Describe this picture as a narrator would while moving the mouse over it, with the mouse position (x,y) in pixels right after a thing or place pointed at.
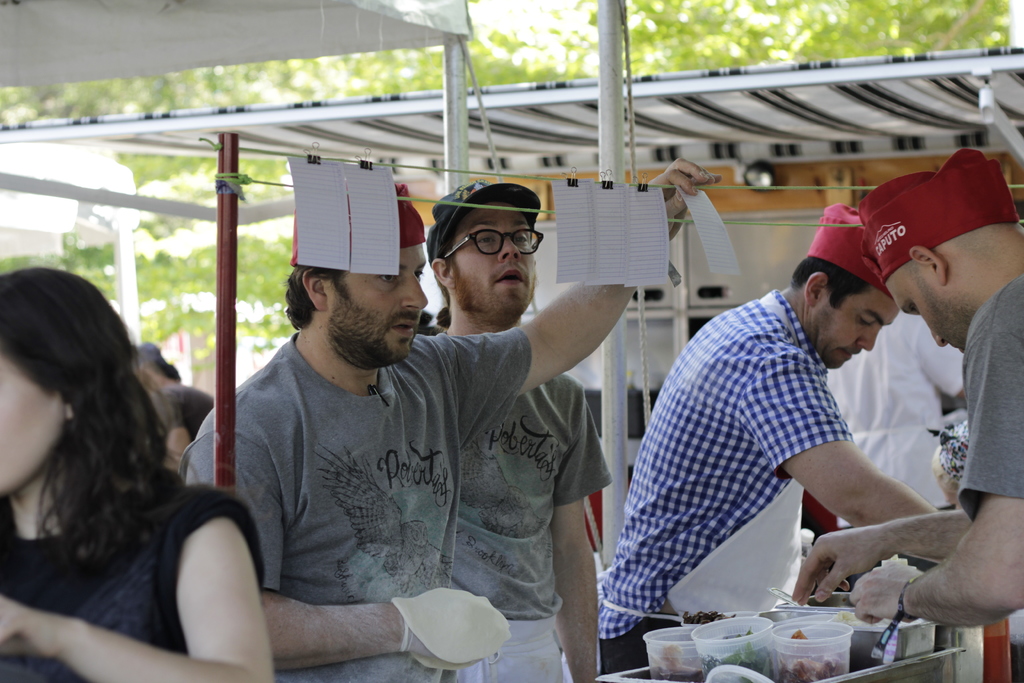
In the picture we can see some people (830,549) are standing and preparing a food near the desk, on the desk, we can see some cups of flavors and in the background (157,202), we can see some poles (157,202) with shed (712,130) and behind it we can see trees (151,254).
